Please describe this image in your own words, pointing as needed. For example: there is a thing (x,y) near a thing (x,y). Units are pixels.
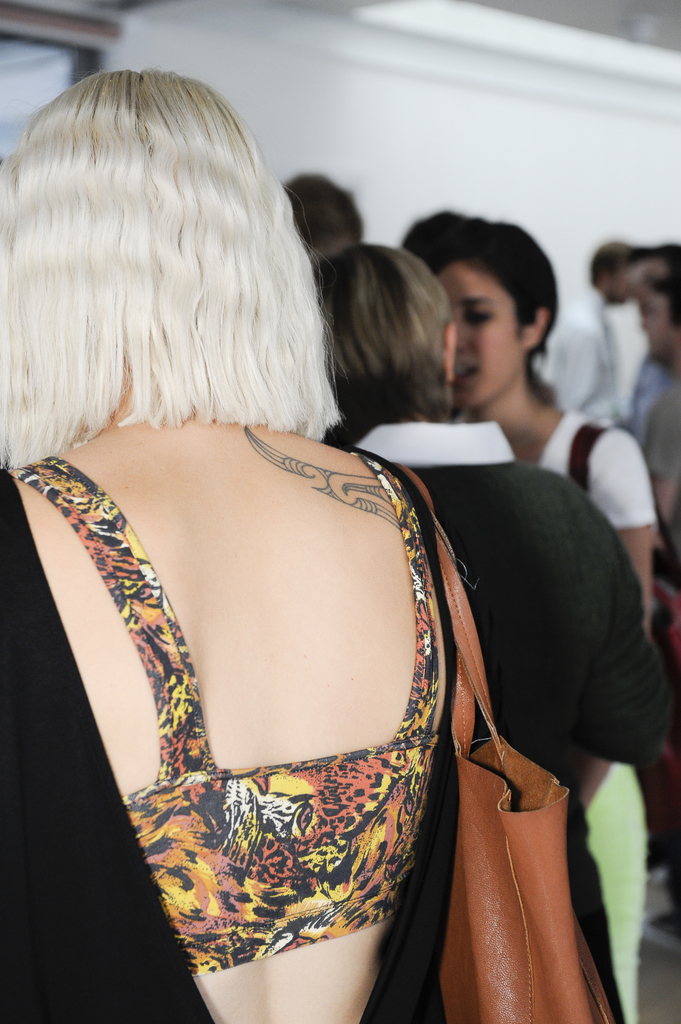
In this image I can see the group of people (264,774) with different color dresses (385,429). I can see few people (413,877) with the bag (467,803). I can see the white background (417,194).
